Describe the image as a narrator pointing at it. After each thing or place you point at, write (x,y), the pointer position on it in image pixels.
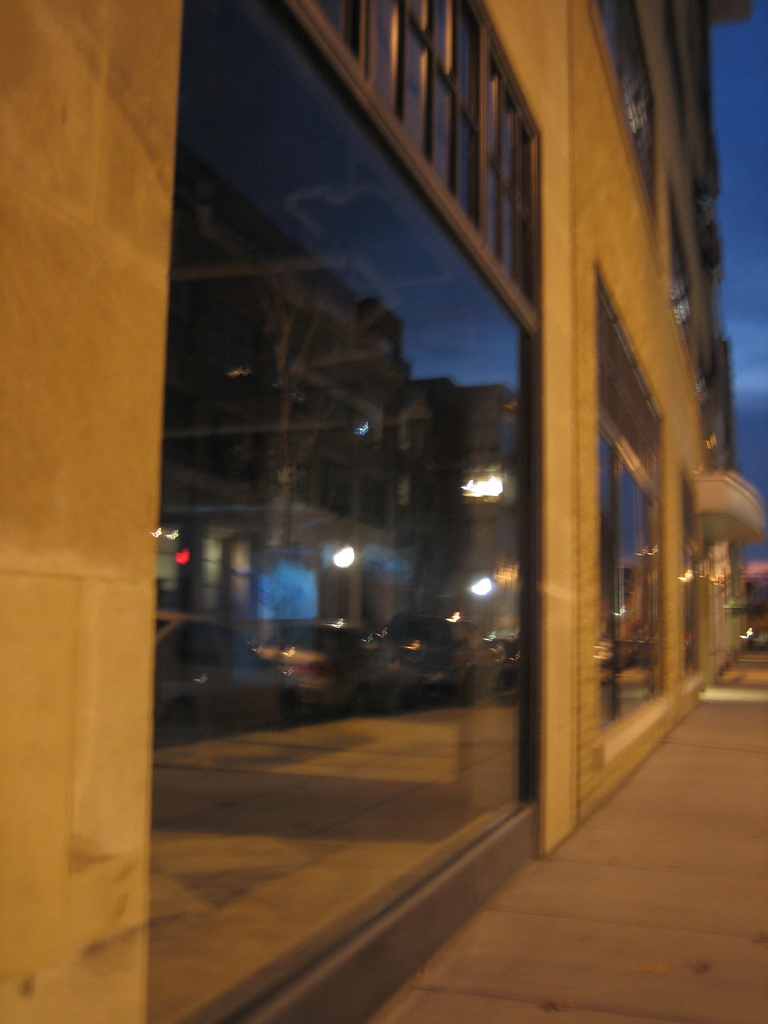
In this image there is a building (422,420) with glass windows (435,563).
